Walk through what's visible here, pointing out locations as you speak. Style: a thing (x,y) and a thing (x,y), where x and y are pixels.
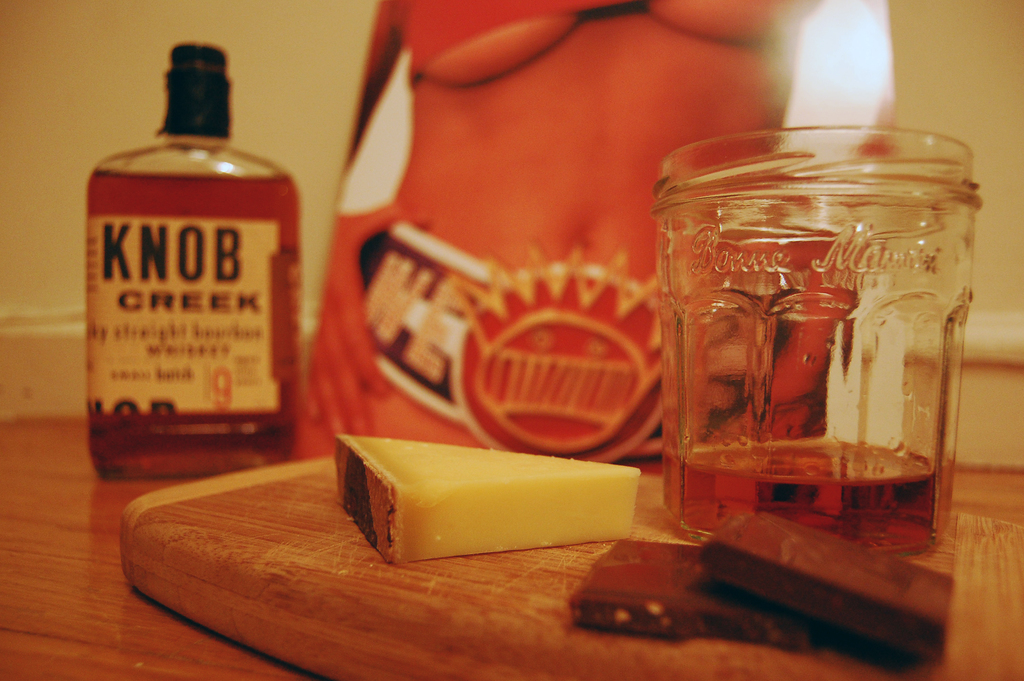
In this image, we can see a wooden chopping board (353,584). On top of it, we can see a cheese piece (528,495). And the right side (889,508), we can see glass (890,370) with liquid (893,483). Here we can see chocolate pieces (749,599). Wooden table (69,585). And the left side (144,378), we can see a bottle (158,235), sticker (202,249) on it. The background (520,202), we can see picture (537,203) of a woman (533,237). Here we can see white color wall (53,163).
